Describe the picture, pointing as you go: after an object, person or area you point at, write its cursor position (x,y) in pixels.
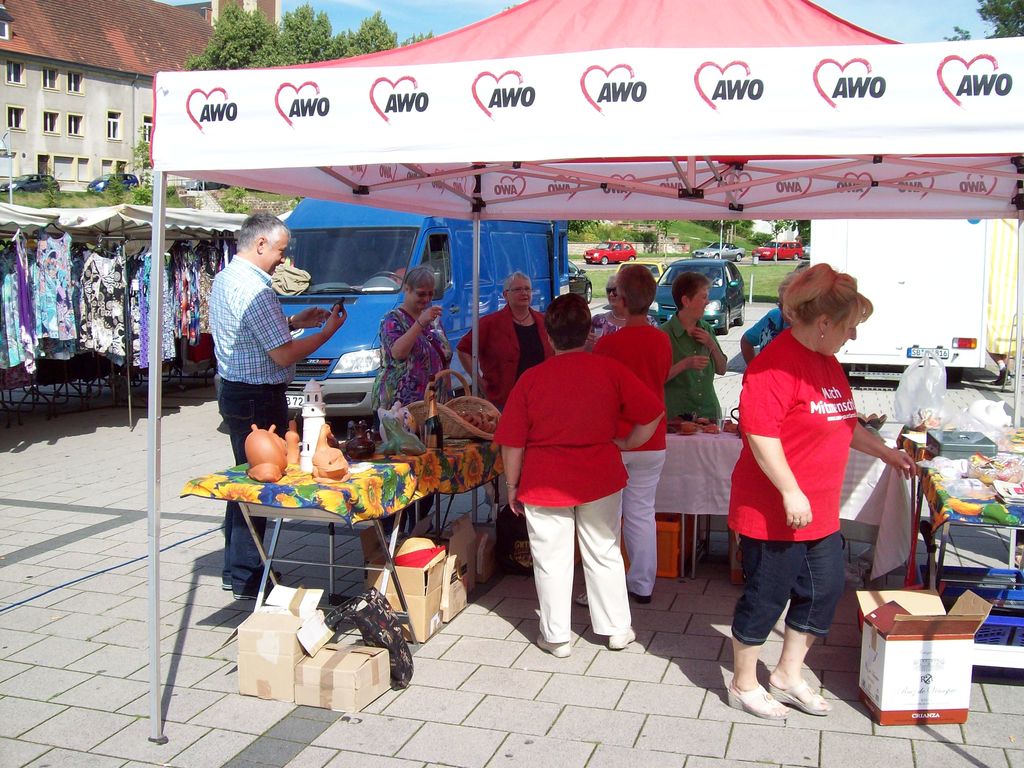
In this picture these persons (583,352) are standing. There is a tent (602,91). We can see tables (722,469). On the table (439,489) we can see bottle (429,428), toys (269,457), cloth (409,474). This is floor (490,732), On the floor (540,730) we can see cardboard box (956,649). There is a vehicles (660,276) on the road (757,312). We can see clothes (84,285). On the background (178,40) we can see trees (255,49), building (74,36), sky (423,17).
